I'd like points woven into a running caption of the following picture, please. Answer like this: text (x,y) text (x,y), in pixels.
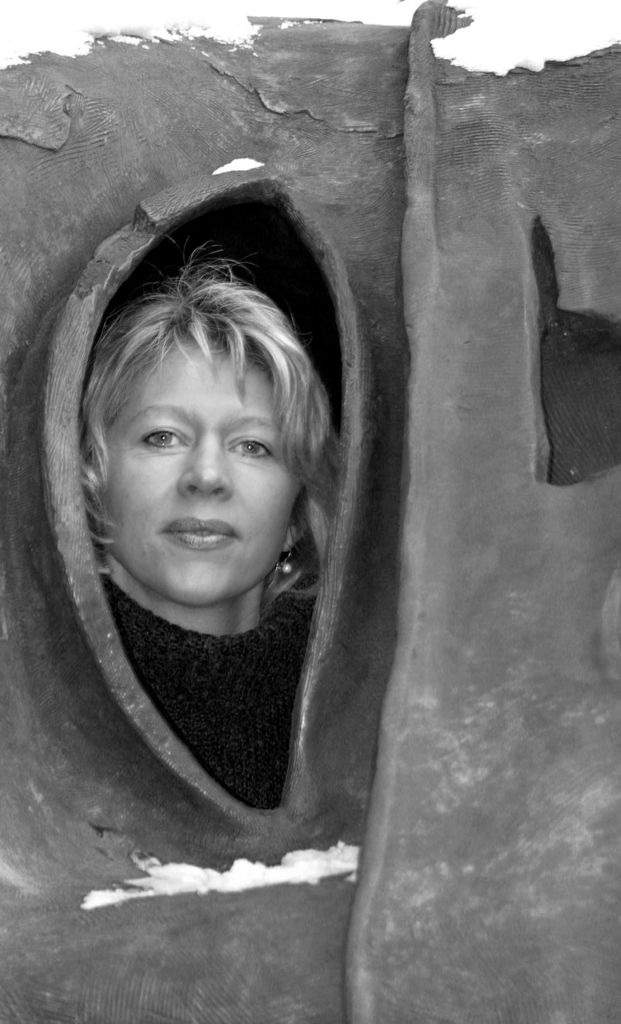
In this image there is a wall (102,89). To the left (131,559) there is a hole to the wall (328,113). Through the hole (273,792) we can see a face (290,484) of a person (198,522).
